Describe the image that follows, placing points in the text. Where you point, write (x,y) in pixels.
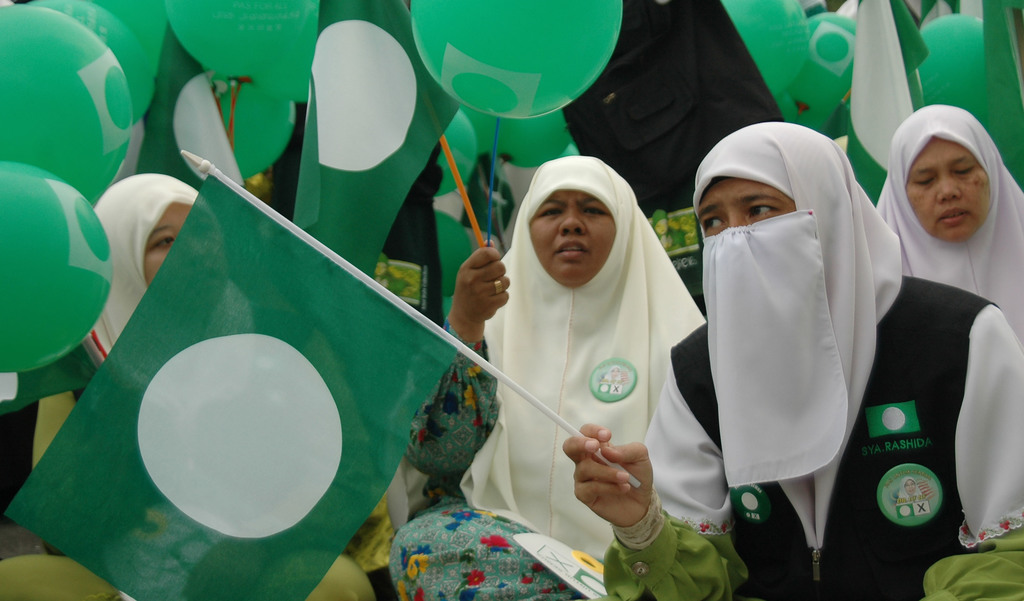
In this image I can see a group of women (524,362) are holding the green color flags (402,401) and balloons (539,155), they wore white color hijabs (878,222).
